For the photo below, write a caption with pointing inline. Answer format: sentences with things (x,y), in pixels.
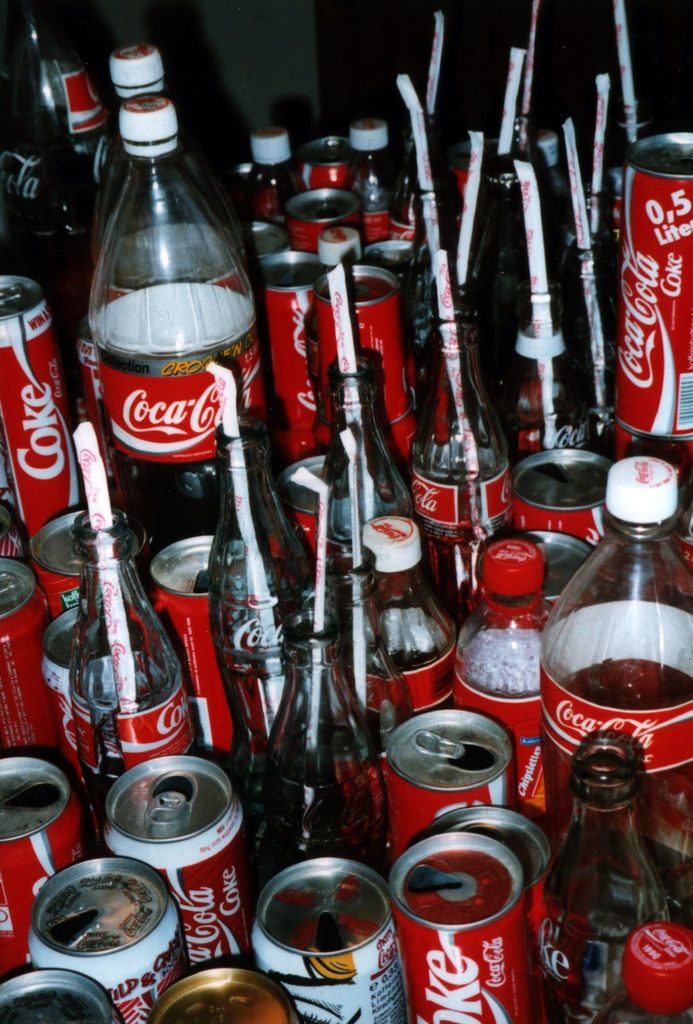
In this picture there are many bottles (303,560) and coke tins (404,867).
